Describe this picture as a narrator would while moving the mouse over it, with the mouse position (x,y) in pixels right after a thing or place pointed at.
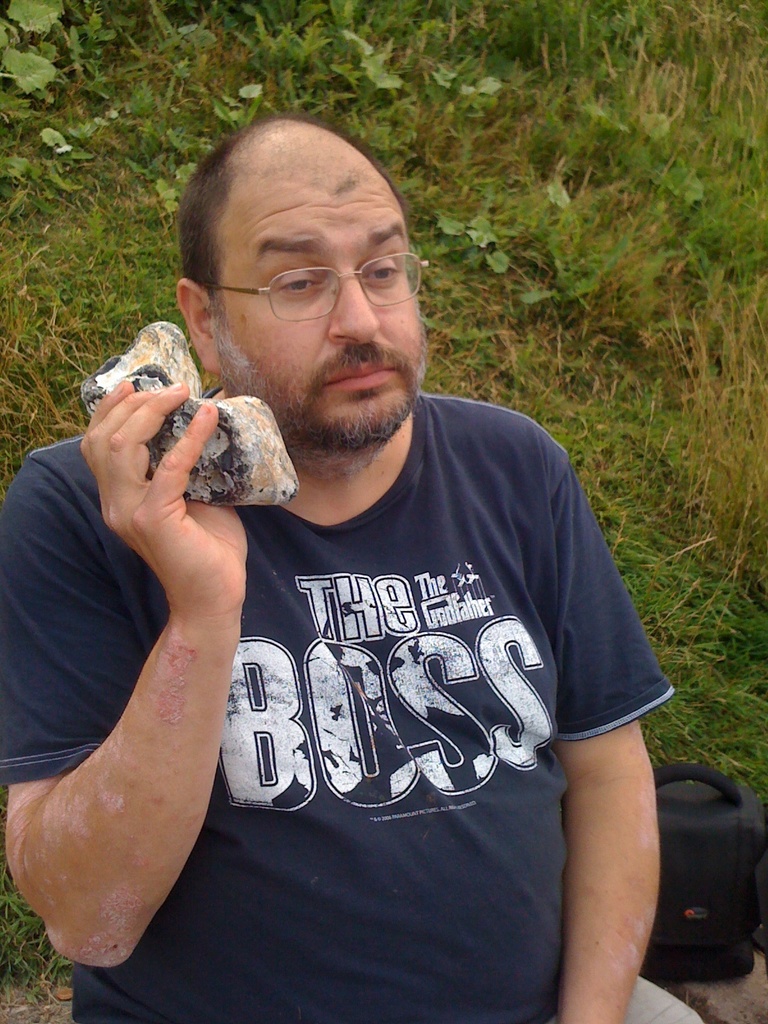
In this image there is a man (504,478) holding some object (256,413). There is grass (73,287) in the background (125,339). On the right bottom (703,797) there is a bag (700,923).
